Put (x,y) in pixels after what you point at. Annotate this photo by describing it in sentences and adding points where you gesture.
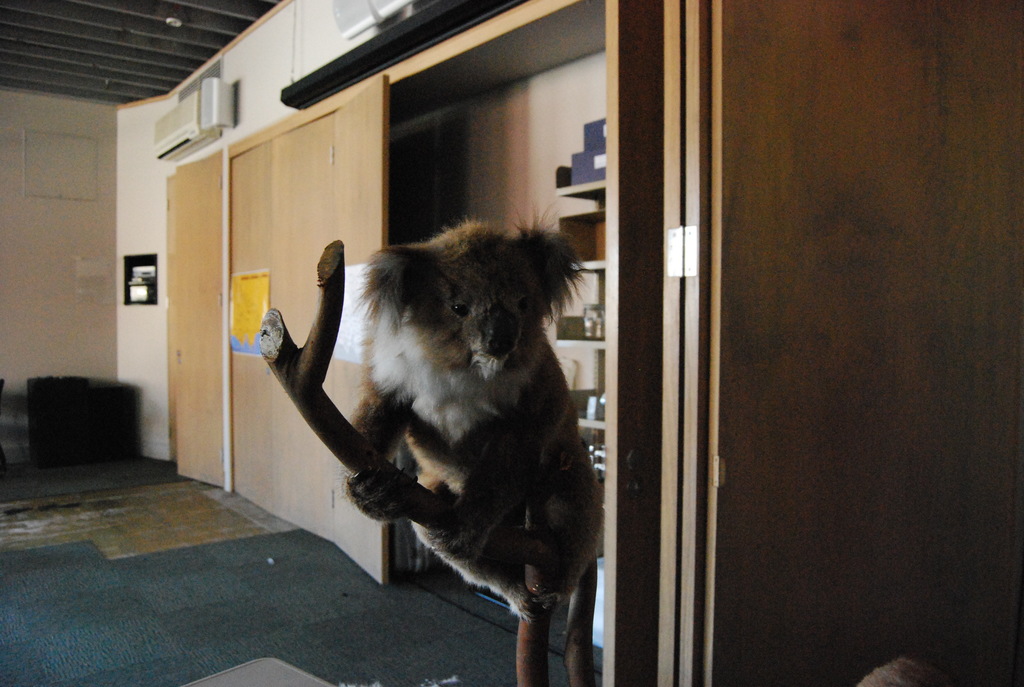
At the top (181,25) we can see the ceiling (162,35). On the right side of the picture (694,189) we can see the door (336,187), posters (233,313), objects (594,174) in the racks (593,191). We can see an air conditioner (233,110). At the bottom (252,592) we can see the carpets (110,470) on the floor (175,514). Far we can see black object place on the floor (144,477). We can see wooden door (721,317) and an animal (499,320) on a branch (319,320).
